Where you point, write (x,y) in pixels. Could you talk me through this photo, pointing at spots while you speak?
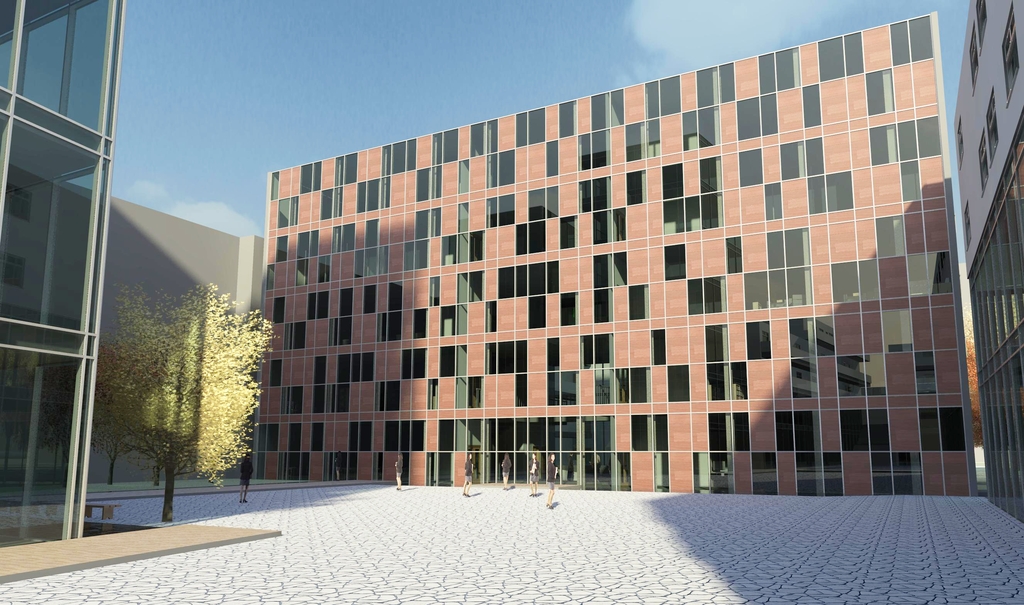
In this image we can see the buildings (195,231). On the buildings (403,267) we can see the glasses (886,229). In front of the buildings (316,415) we can see the person's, floor (330,510) and a tree (194,470). At the top (298,108) we can see the sky (250,160).
